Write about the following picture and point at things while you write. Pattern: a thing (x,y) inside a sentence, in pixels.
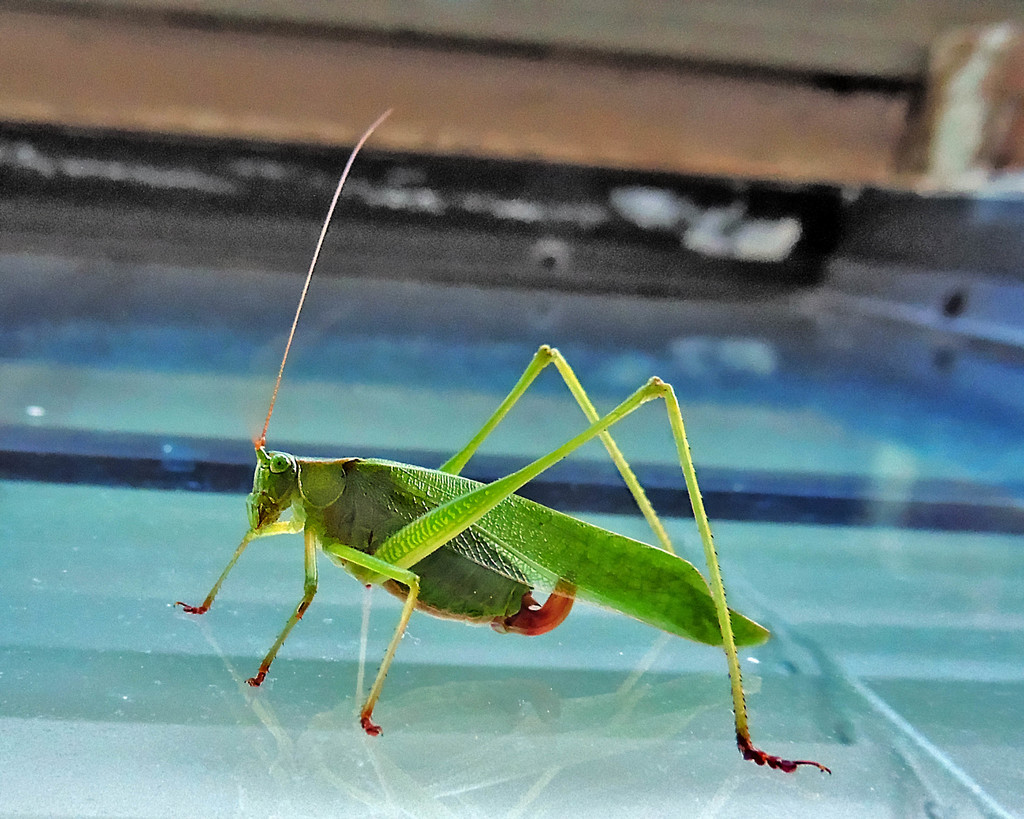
In this image we can see a locust (387,533) on the glass surface (361,743) and the background (699,105) is unclear.
